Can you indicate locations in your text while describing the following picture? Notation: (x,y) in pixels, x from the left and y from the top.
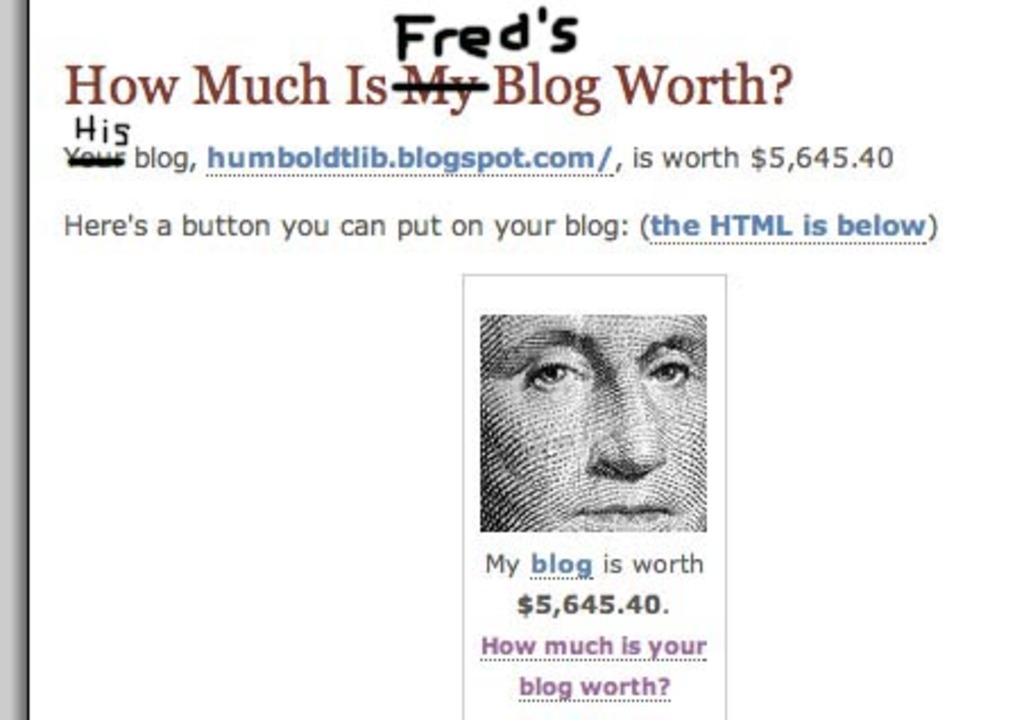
In this image we can see the text (580,676) and also the depiction of a person (600,435). The background of the image is in white color.
